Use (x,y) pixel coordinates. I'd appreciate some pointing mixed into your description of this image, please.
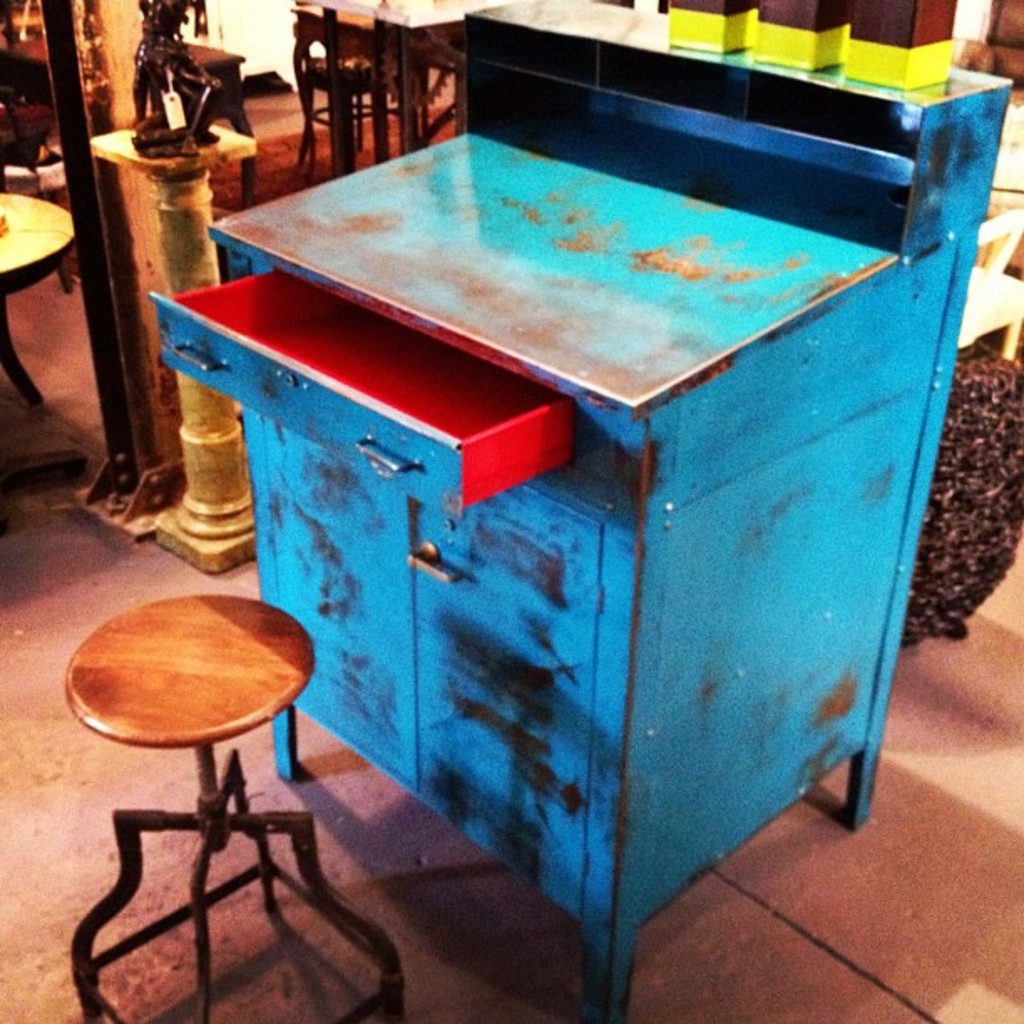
In this image I can see blue colour drawer (471,523), a stool (302,639) and in the background (210,256) a mini sculpture (148,141), a table (32,284) and few more objects (317,89).
